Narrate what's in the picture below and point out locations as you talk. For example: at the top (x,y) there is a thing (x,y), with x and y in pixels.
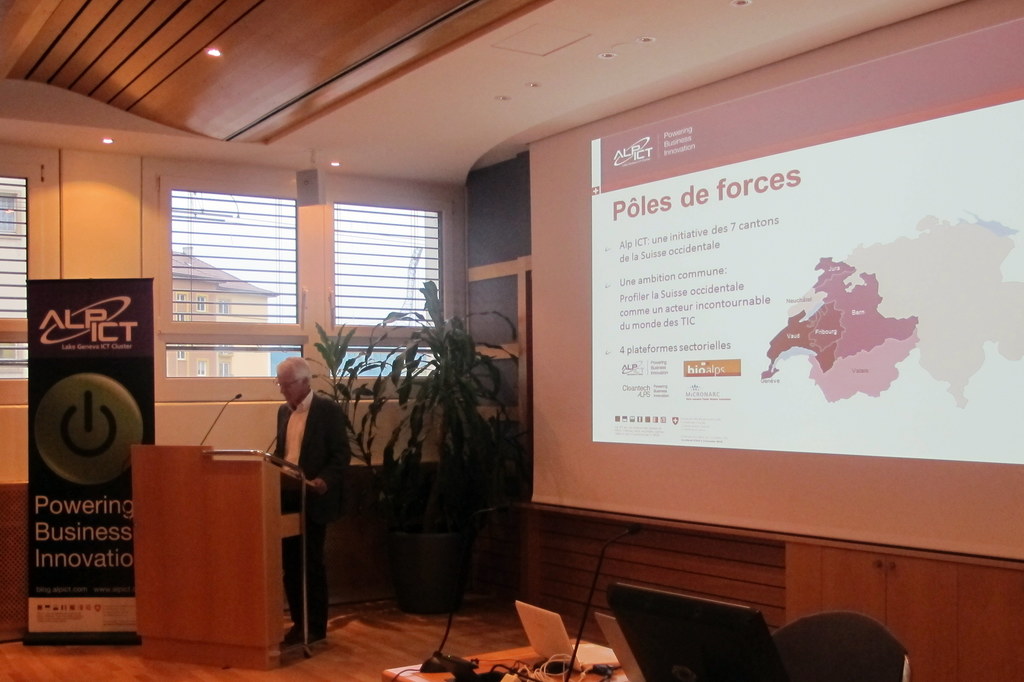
This is an inside view. On the right side (823,173) there is a screen (693,346) on which I can see the text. At the bottom (680,651) there is a table (619,680) on which a monitor (661,651), laptop (555,642), microphones (465,679) and some other objects (540,661) are placed. Beside the table (585,665) there is a chair (825,655). On the left side (313,432) there is a man (309,451) standing in front of the podium (282,536). Beside the podium (248,525) there is a banner (90,510) on which there is some text (112,540). At the back of this man (309,496) there is a plant pot (439,562) and there are two windows (243,266).
